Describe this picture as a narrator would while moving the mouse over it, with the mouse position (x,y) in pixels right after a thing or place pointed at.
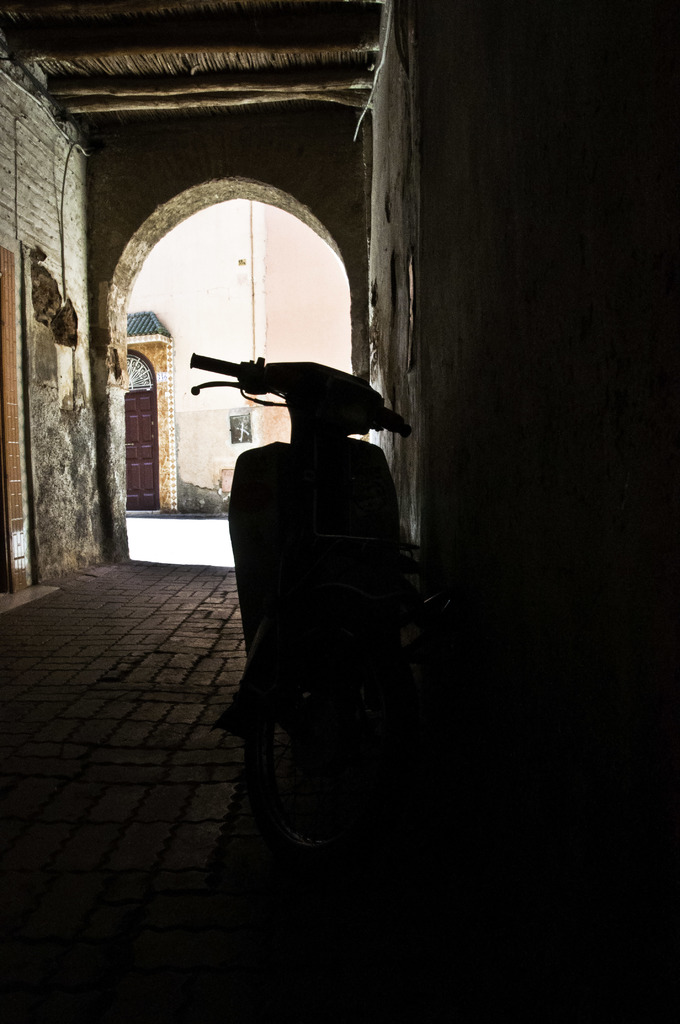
In this image in the foreground (286,564) there is one bike (307,576), and on the right side (558,318) and left side (71,517) there is a wall (98,375), door (10,393) and in the background (175,341) there is door (140,432) and wall (187,420). At the bottom (67,856) there is walkway (189,700), at the top (250,55) there is ceiling (207,45) and some poles (276,83).
